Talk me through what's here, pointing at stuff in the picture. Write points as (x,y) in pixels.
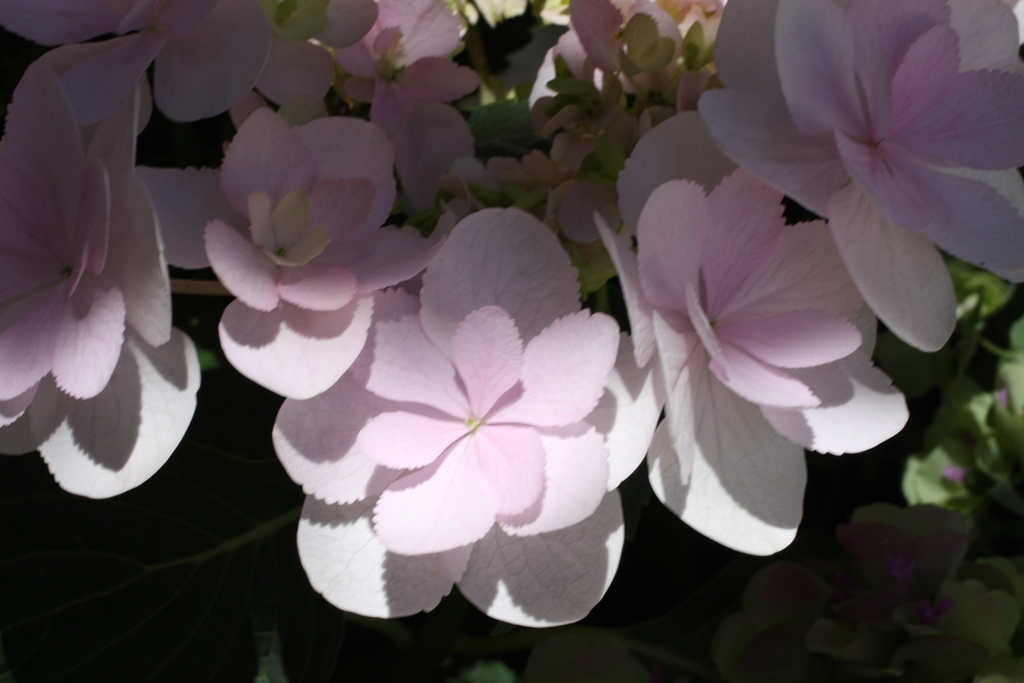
In this image I can see white and pink colour flowers (509,224). I can also see green colour leaves (977,395) in background (1023,397).
